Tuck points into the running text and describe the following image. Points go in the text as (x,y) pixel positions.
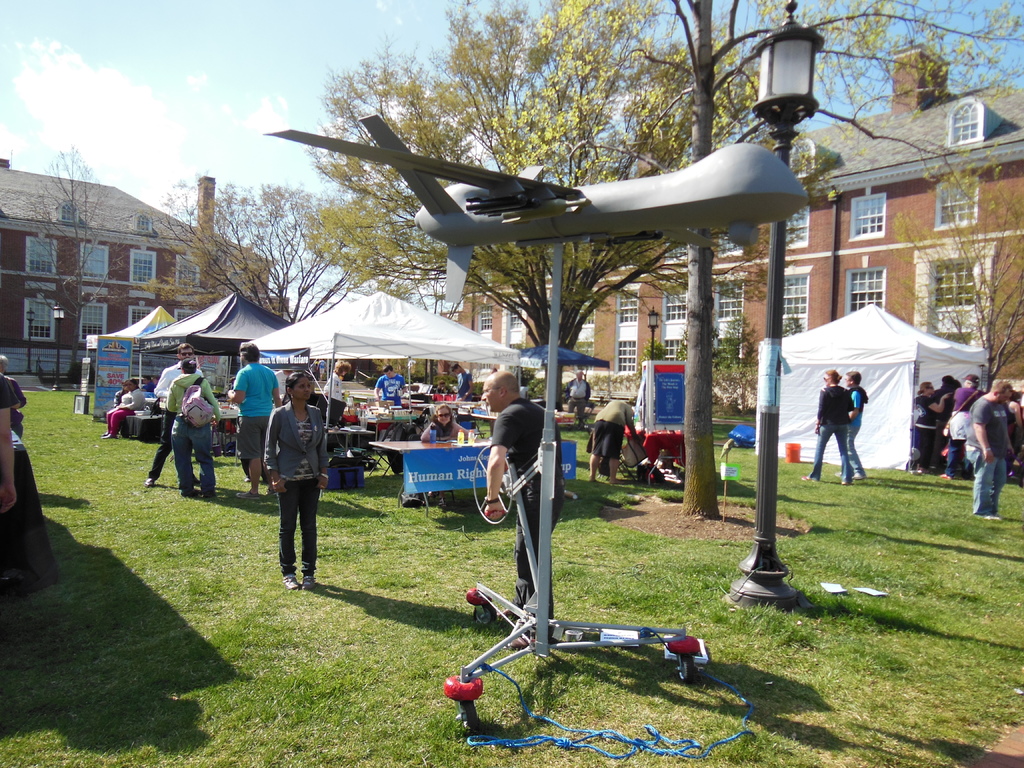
In this image we can see people (456,428), tents (535,355), banners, poles (803,101), tables (143,422), trees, and few objects (515,632) on the ground (462,556). In the background (11,107) there are buildings (632,317) and sky (431,34) with clouds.
